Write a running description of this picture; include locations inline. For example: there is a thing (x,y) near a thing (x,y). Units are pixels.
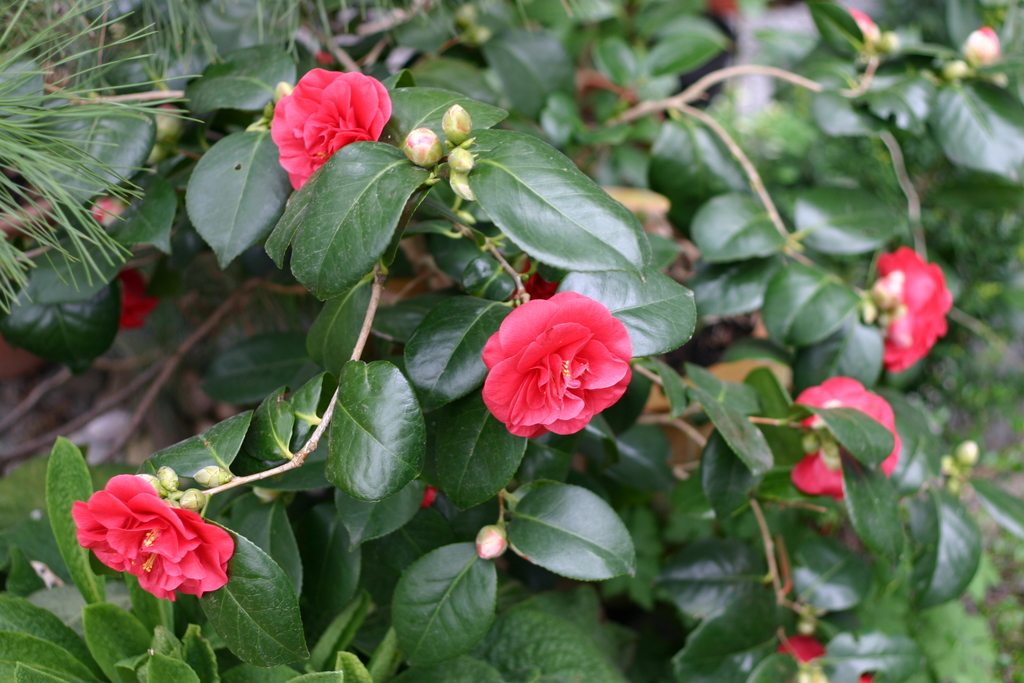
This picture shows few plants (649,249) with flowers (817,651) and we see pots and flowers (628,367) are red in color.
